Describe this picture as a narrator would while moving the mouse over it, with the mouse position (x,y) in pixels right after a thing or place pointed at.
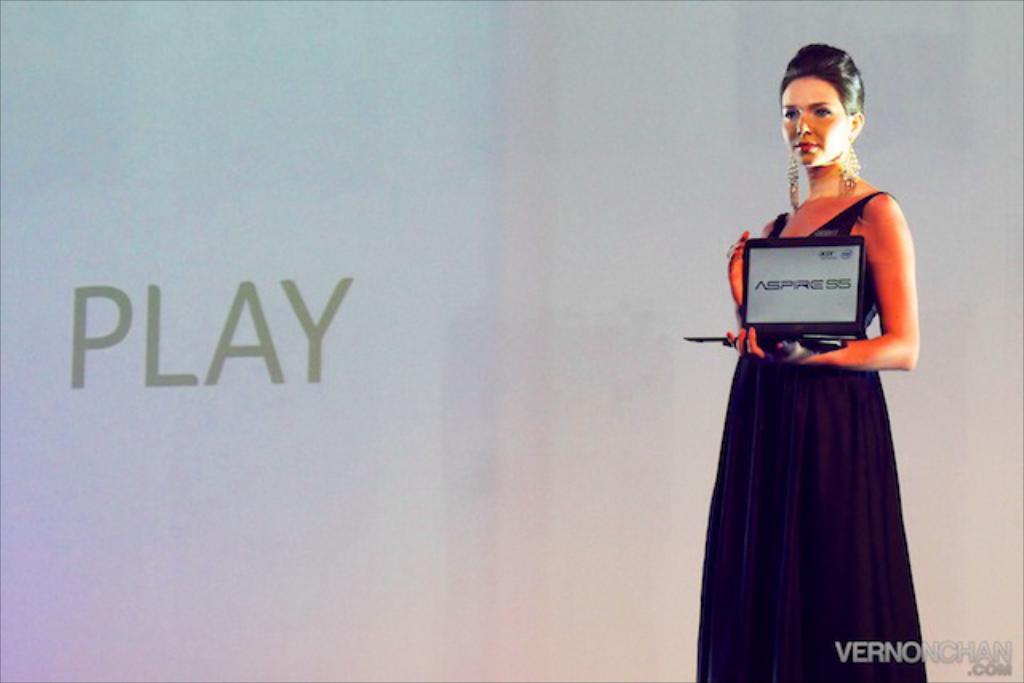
In this picture there is a woman (827,78) with black dress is standing and holding the device (773,239) and there is text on the screen (805,263). On the left side of the image (310,334) there is text (174,330). At the bottom right (995,645) there is text (961,646).
